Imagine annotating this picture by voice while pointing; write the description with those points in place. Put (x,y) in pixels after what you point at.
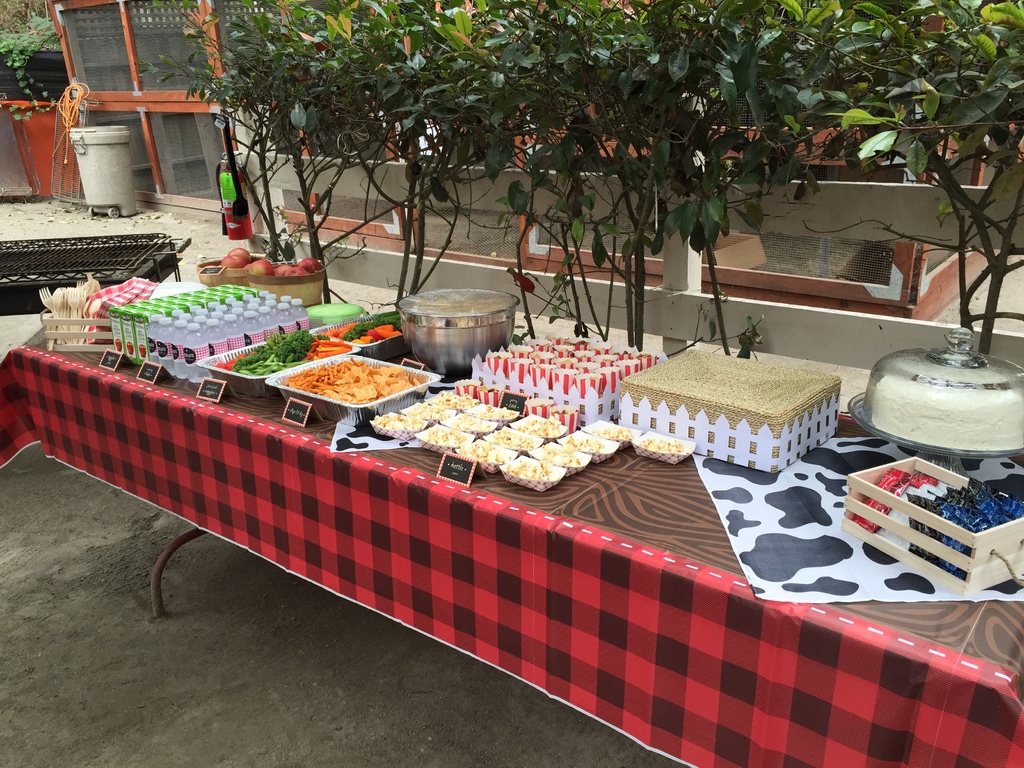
In this picture, we can see a table (395,575) and on the table (384,553) is covered with a cloth (541,578) and on the table (601,515) there are different kinds of food (235,370) and small boards (214,381). Behind the table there are plants (370,143), grill (58,245), wall (272,192) and other items (122,133).
